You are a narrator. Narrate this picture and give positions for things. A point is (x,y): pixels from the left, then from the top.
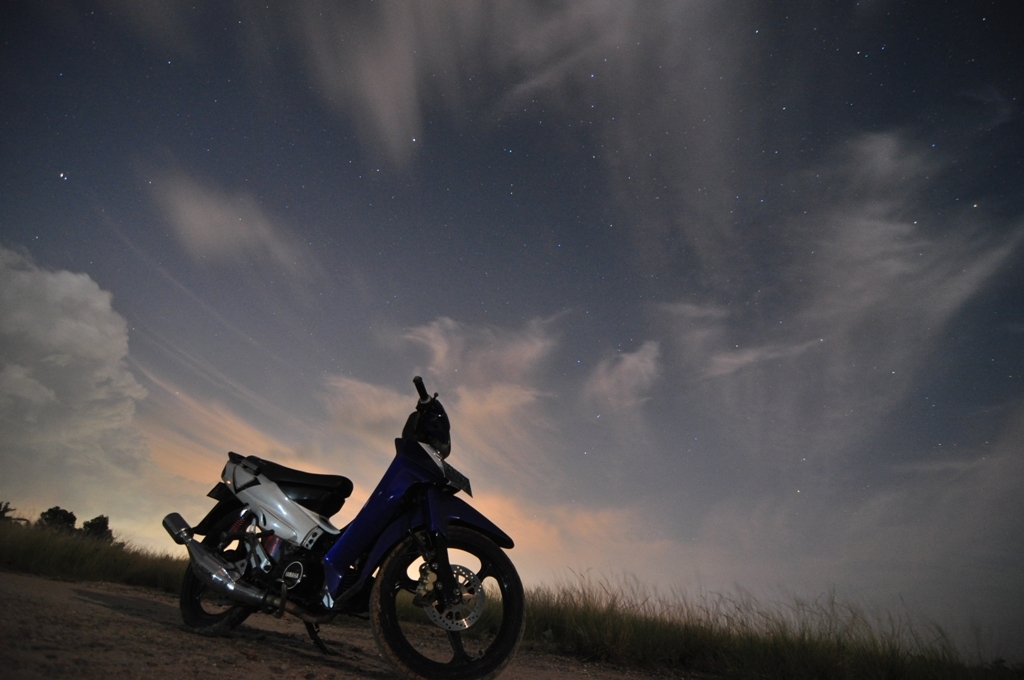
In this image we can see a scooter (216,536). In the back (698,646) there is grass (625,627). In the background (518,328) there is sky (519,318) with clouds (805,343). Also there are trees (51,521).
